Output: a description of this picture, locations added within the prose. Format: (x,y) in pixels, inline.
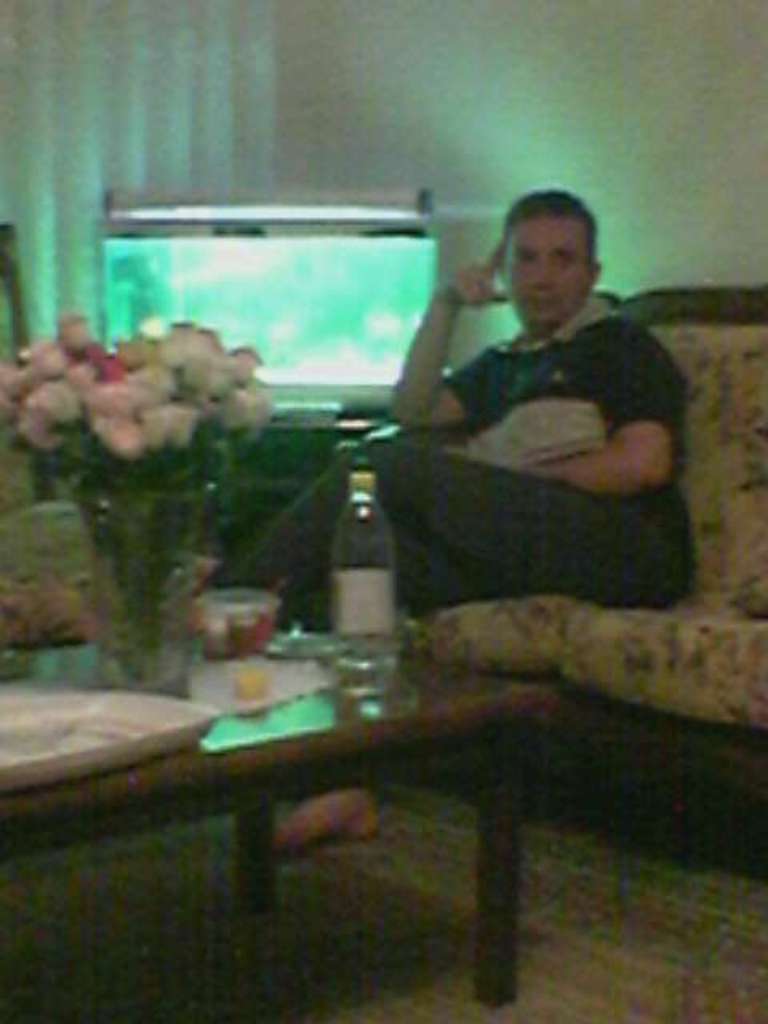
In the foreground of this image (479,782), on the table (357,733), there is a bottle (371,597), flower vase (141,649), tray (176,702) and few objects (273,688) on it. In the background (556,437), there is a man (538,386) sitting on the couch (529,620), an aquarium (228,302) on the table (271,466), on the left (30,536), there is another couch (39,536). In the background (372,125), there is wall (410,128) and it seems like a curtain (122,104) on the left (168,107).
